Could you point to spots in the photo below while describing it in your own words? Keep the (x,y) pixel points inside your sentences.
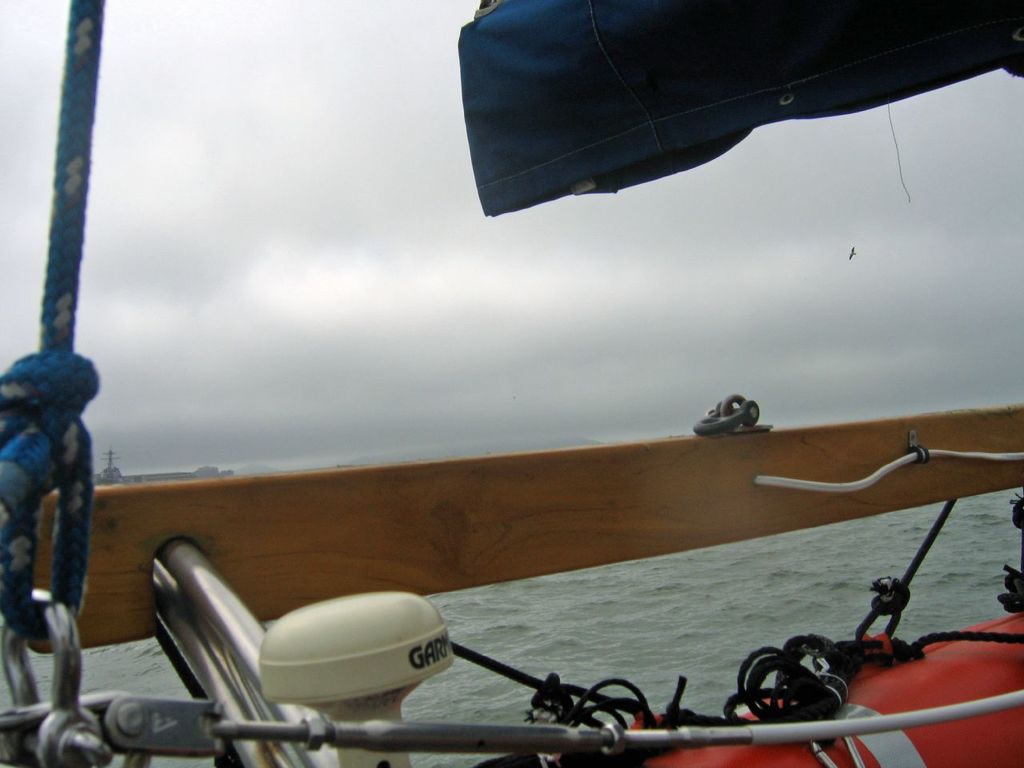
In this image I can see few black colour ropes (562,705), an orange object (929,680) and in the background (707,638) I can see water (683,596). Here I can see something is written. I can also see a bird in air (852,300) and I can see cloudy sky (339,280).
